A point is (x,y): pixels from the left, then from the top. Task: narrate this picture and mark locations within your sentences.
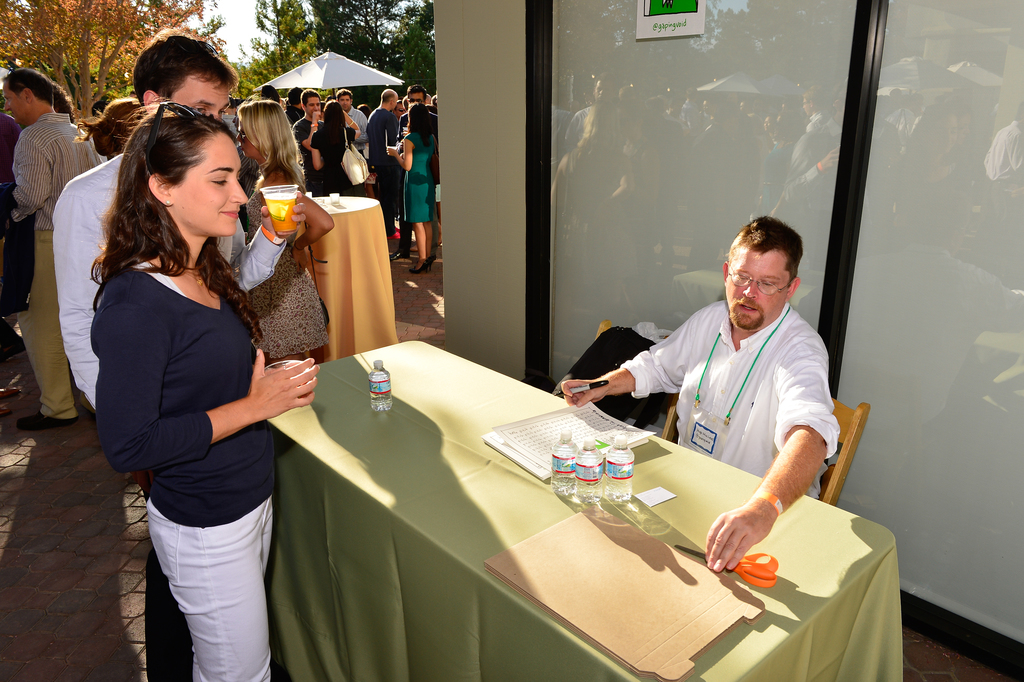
Here we can see a person (705,426) is sitting and holding a pen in his hand (582,396), and in front (545,483) there is the table (523,514) and water bottles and some objects (594,544) on it, and here a group of persons (425,221) are standing on the ground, and here is the tree (119,48).
